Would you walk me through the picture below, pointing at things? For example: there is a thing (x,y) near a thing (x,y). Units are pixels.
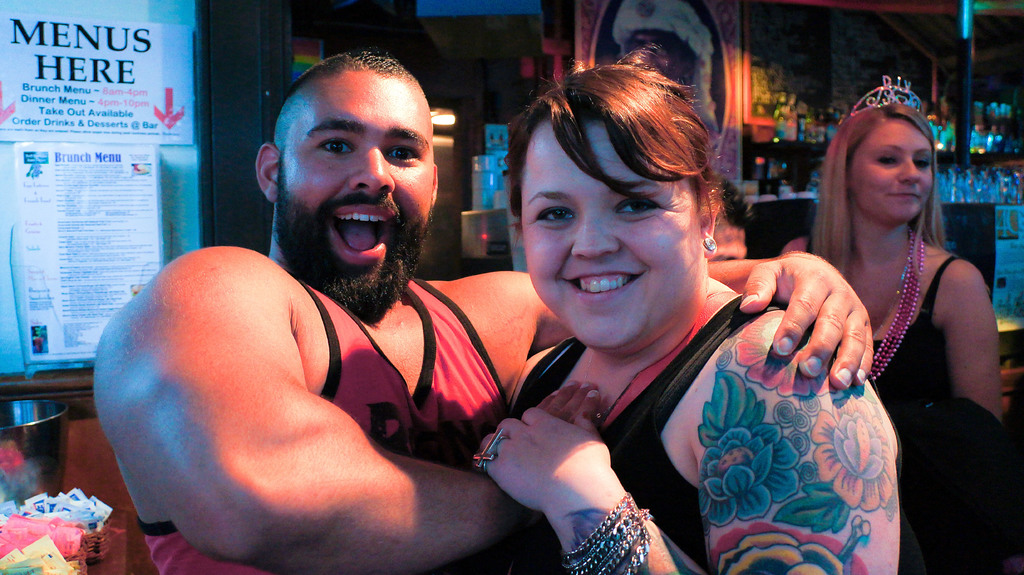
In the background (974,134) we can see bottles (974,134) in the racks (973,105). On the left side of the picture (148,71) we can see posters (107,154). We can see woman (572,211) and a man (312,237). Behind to them we can see another woman (852,160).
